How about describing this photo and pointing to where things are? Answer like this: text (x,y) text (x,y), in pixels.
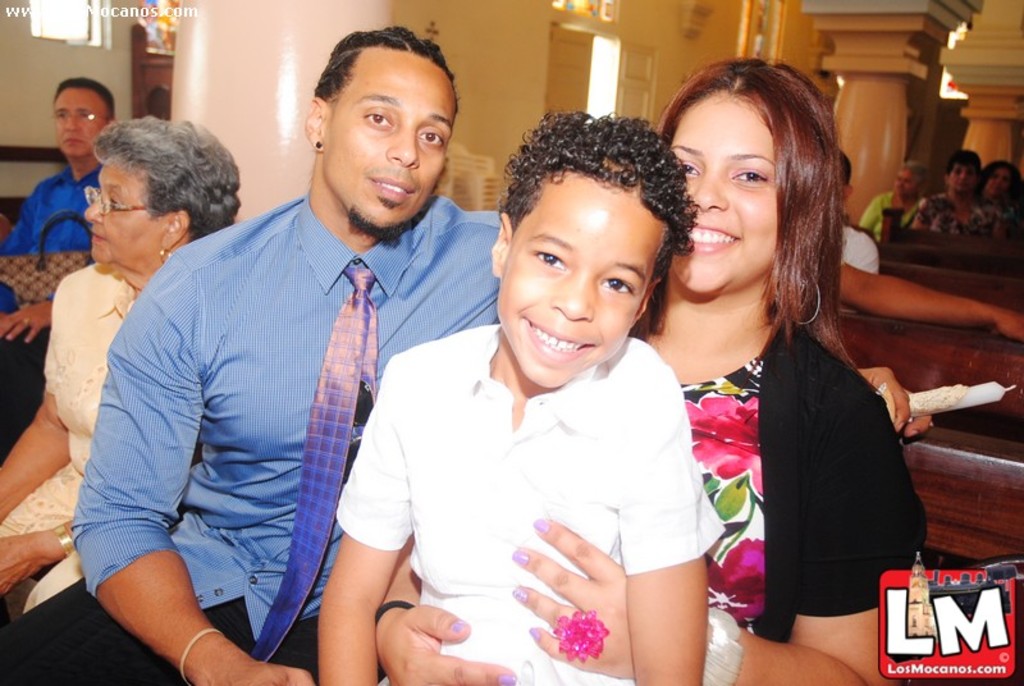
In the image I can see people (353,346) are sitting on benches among them the people (551,291) in front of the image are smiling. In the background (883,66) I can see a pillar (883,116), wall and some other objects. I can also see watermark (132,18) and a logo (1008,620) on the image.
